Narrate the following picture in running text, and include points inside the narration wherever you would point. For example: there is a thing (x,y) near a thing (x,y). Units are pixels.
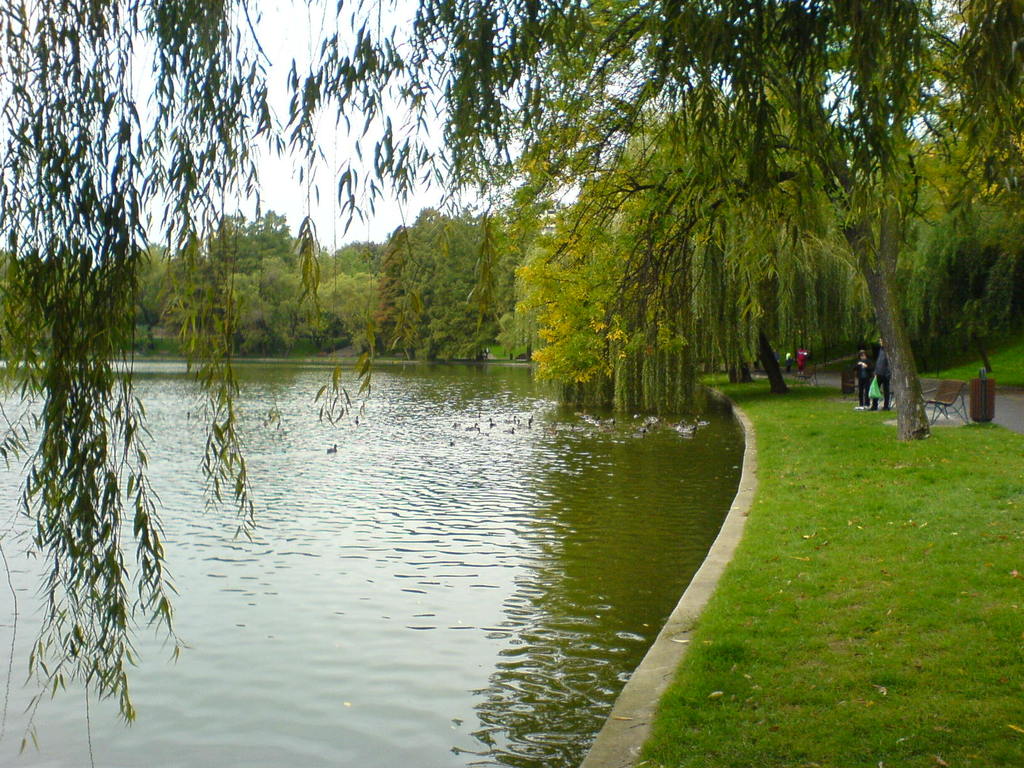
In this image on the left side (310,528) we can see birds (596,422) on the water (225,662) and on the right side (874,371) there are few persons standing on the grass (864,462), bench (952,385), object (990,403) and few persons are standing on the road (1008,405). In the background (833,354) there are trees (85,274) and sky (385,202).
